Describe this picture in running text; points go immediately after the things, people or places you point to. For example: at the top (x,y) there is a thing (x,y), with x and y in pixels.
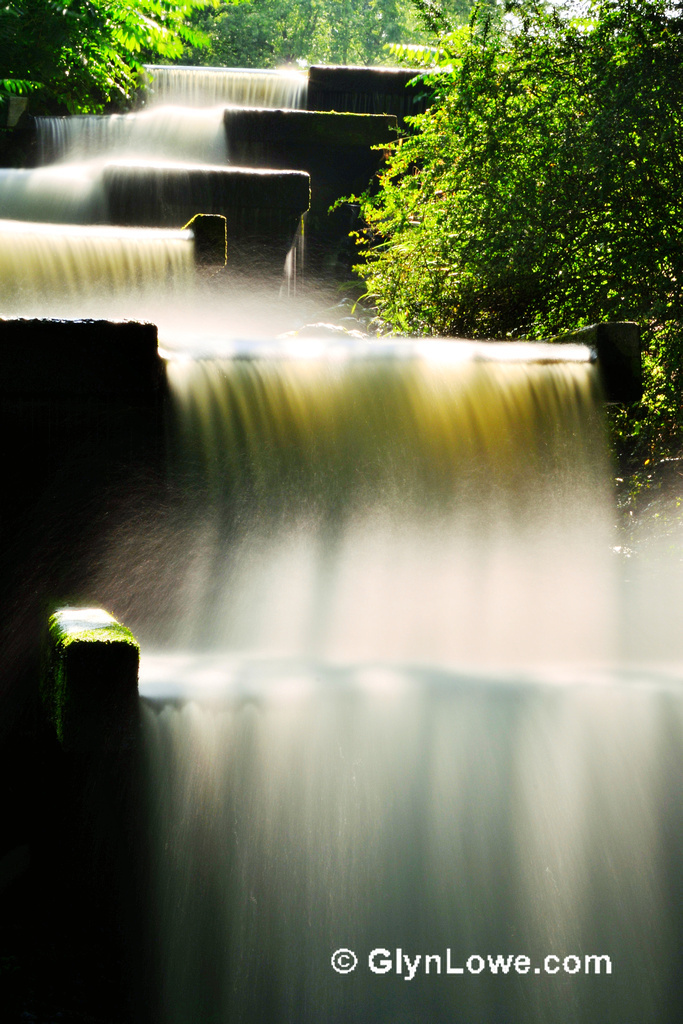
Here in this picture we can see water (121,233) flowing through a place (330,129) and beside that on either side we can see plants (468,315) and trees (468,315) present.
